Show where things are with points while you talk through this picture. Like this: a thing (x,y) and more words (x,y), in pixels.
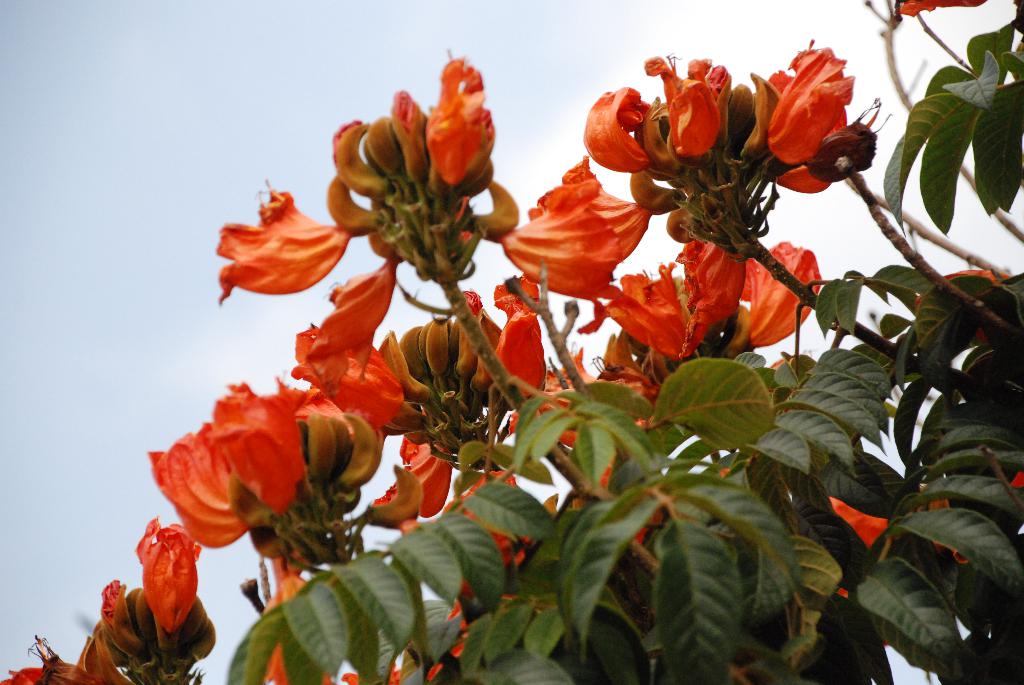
In the image I can see a plant (513,502) to which there are some flowers (722,310) which are in orange color.
